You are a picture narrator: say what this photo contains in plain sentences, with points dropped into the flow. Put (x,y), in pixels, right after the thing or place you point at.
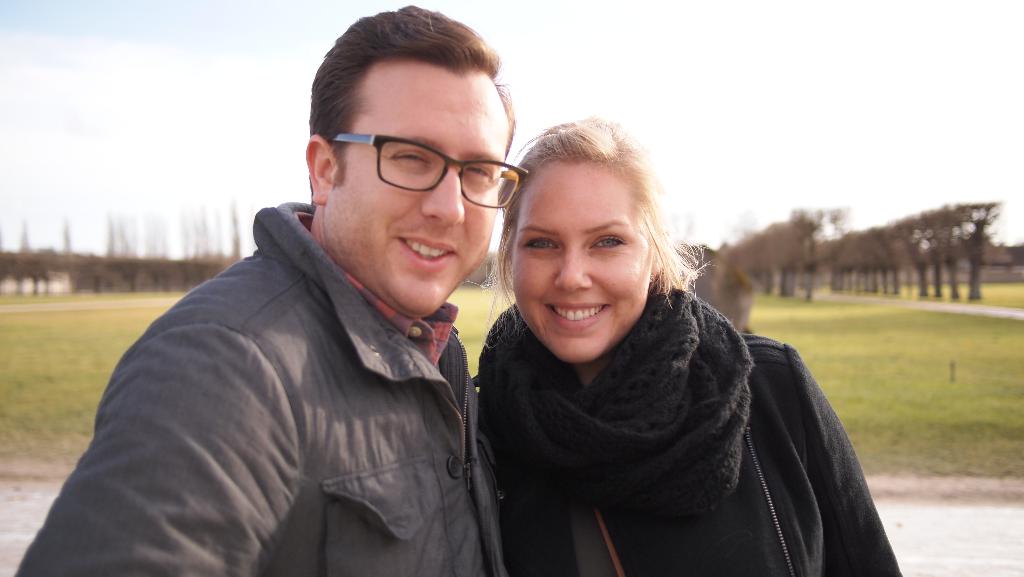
In this image we can see persons (795,518) standing on the ground (878,504), the background (1004,251) is blurred, one object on the ground (963,375) looks like a small pole (951,364), the background (944,380) there are some big trees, some roads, some grass (763,311) on the ground (758,328) and the top there is the sky (707,243).
